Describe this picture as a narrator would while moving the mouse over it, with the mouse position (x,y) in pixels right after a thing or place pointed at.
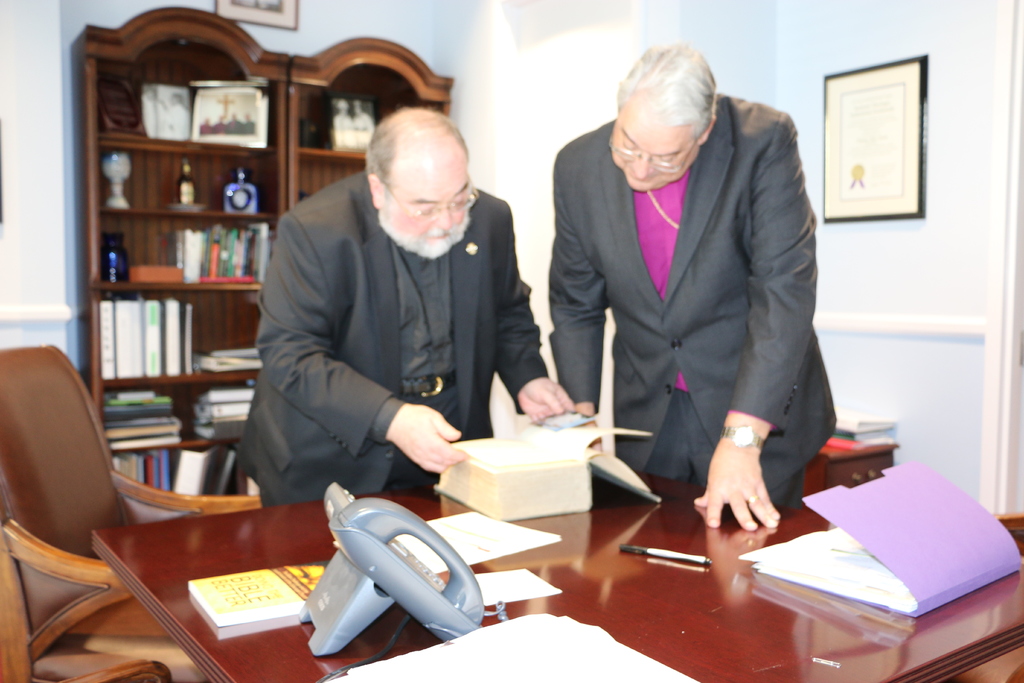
In the image we see there are two men (708,274) who are standing and in front of them there is a table (652,563) on which there is a book (543,477), pen (680,559), file (771,567) and telephone (392,593) and at the back (251,215) there is a shelf (179,212) in which books (162,328) are kept.
